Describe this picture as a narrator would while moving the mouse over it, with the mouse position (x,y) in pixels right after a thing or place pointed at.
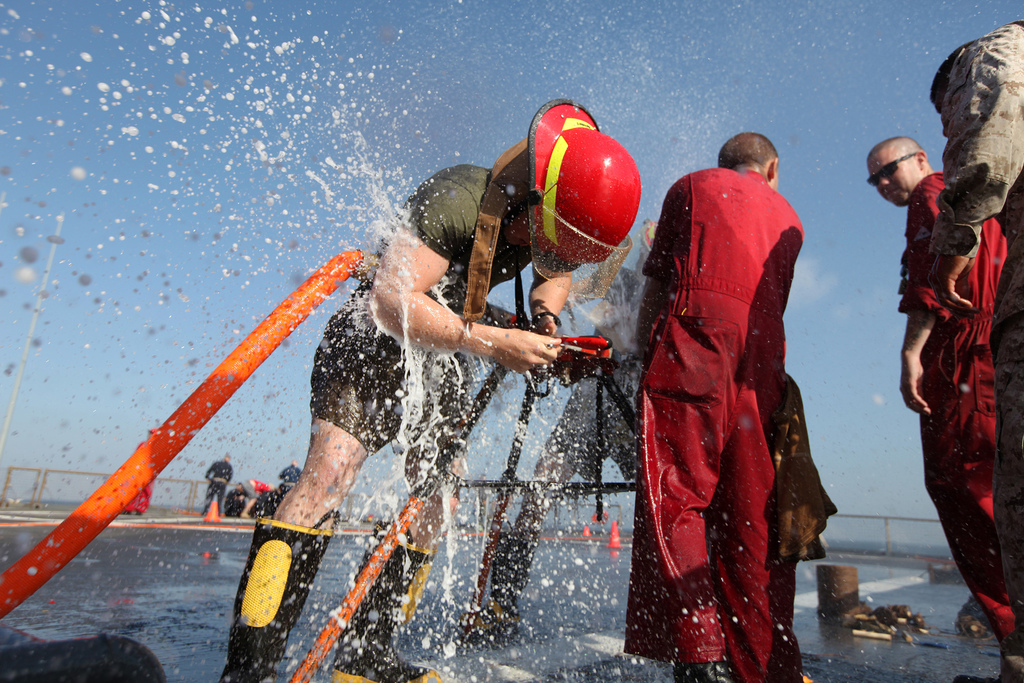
In this image there is a person (417,277) standing and holding an object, pipe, water (330,235), road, cone bar barricades (54,470), iron rods (535,488), group of people (754,658) standing, sky (48,126).
